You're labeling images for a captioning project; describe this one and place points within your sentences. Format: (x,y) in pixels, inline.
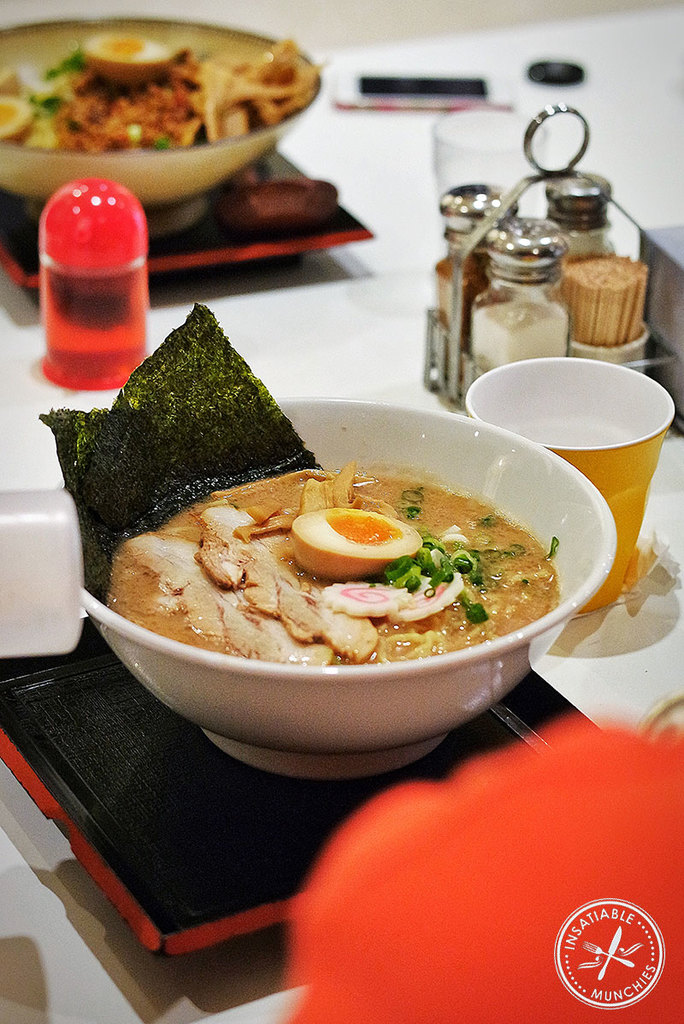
In this picture we can see bowls (279,734), food items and some objects (549,760) and these all are on the platform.
